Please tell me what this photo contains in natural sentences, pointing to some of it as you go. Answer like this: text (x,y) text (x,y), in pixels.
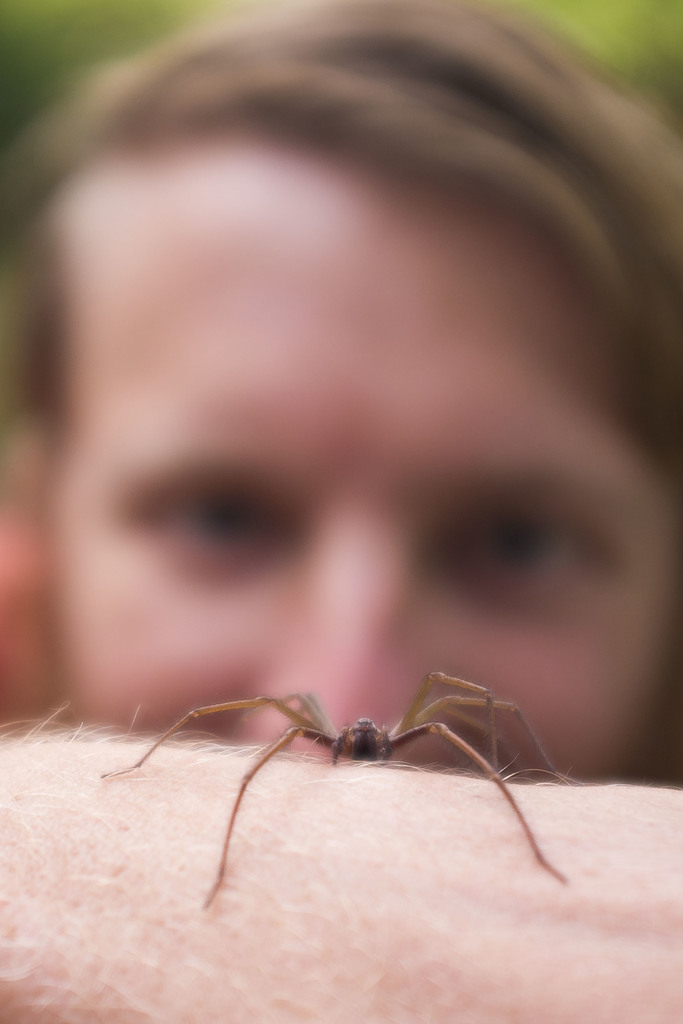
There is a spider (350,740) on a human body (344,898). In the back (447,374) we can see a person's face (339,295) and it is blurred.
